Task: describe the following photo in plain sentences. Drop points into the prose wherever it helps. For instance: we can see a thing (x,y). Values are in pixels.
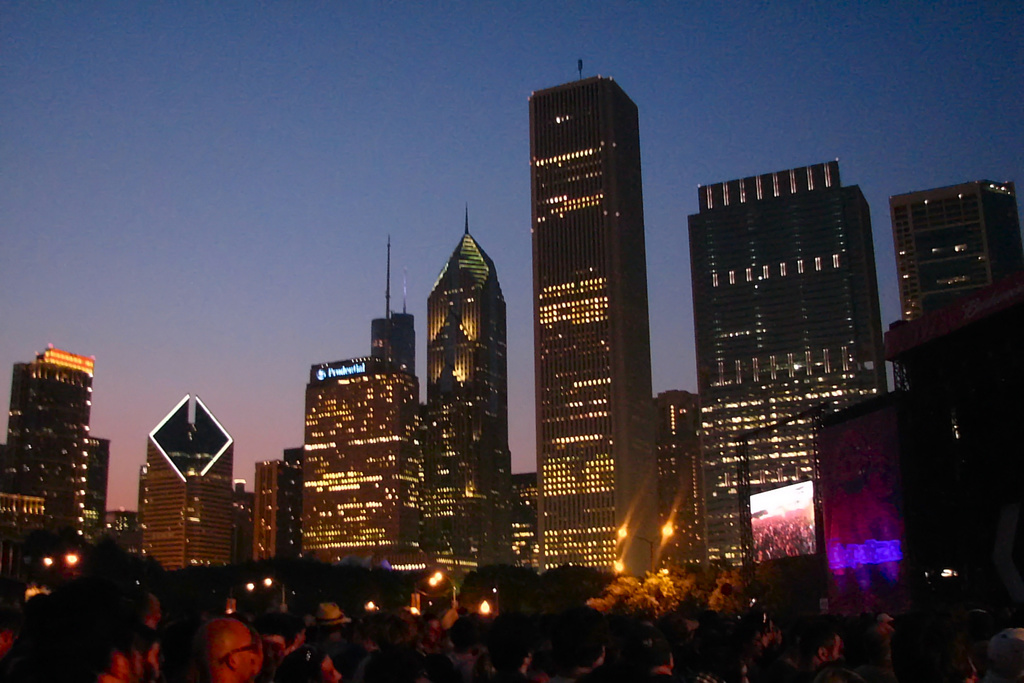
In the background of the image (483,377) there are buildings (668,451). At the bottom of the image (39,644) there are people (333,673). At the top of the image (305,45) there is sky (275,96). To the right side of the image (817,552) there is a screen (792,523).
